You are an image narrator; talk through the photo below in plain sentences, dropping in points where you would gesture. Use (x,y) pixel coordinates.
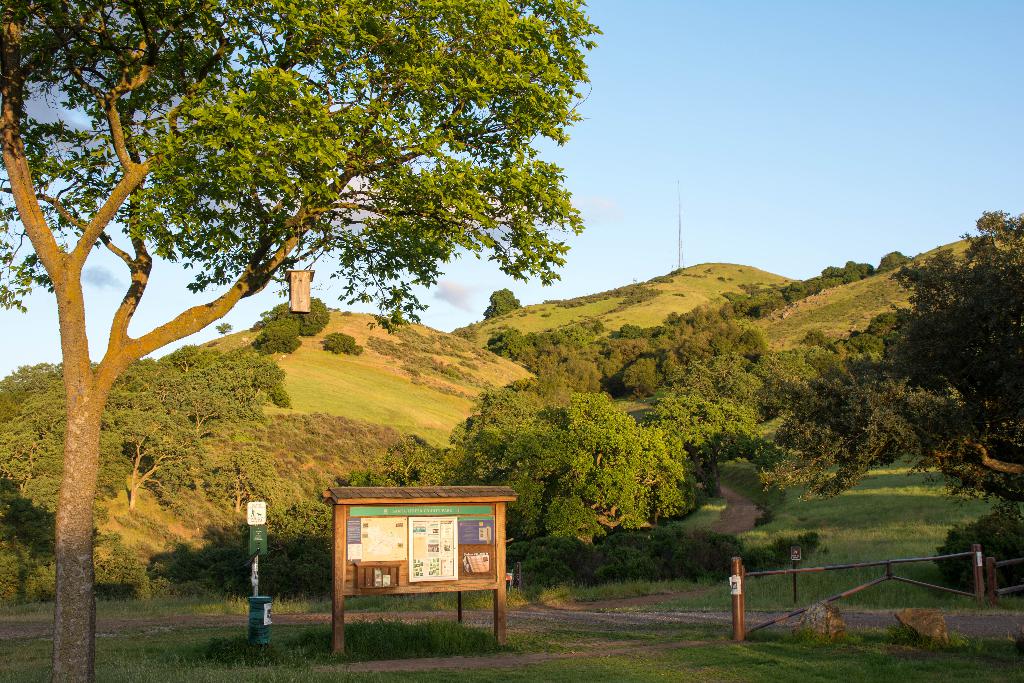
In this image we can see some wooden boards (417,575), fencing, trees (84,554) and in the background of the image (584,443) there are some mountains (647,334), trees (584,443) and top of the image (596,165) there is clear sky (1,332).
